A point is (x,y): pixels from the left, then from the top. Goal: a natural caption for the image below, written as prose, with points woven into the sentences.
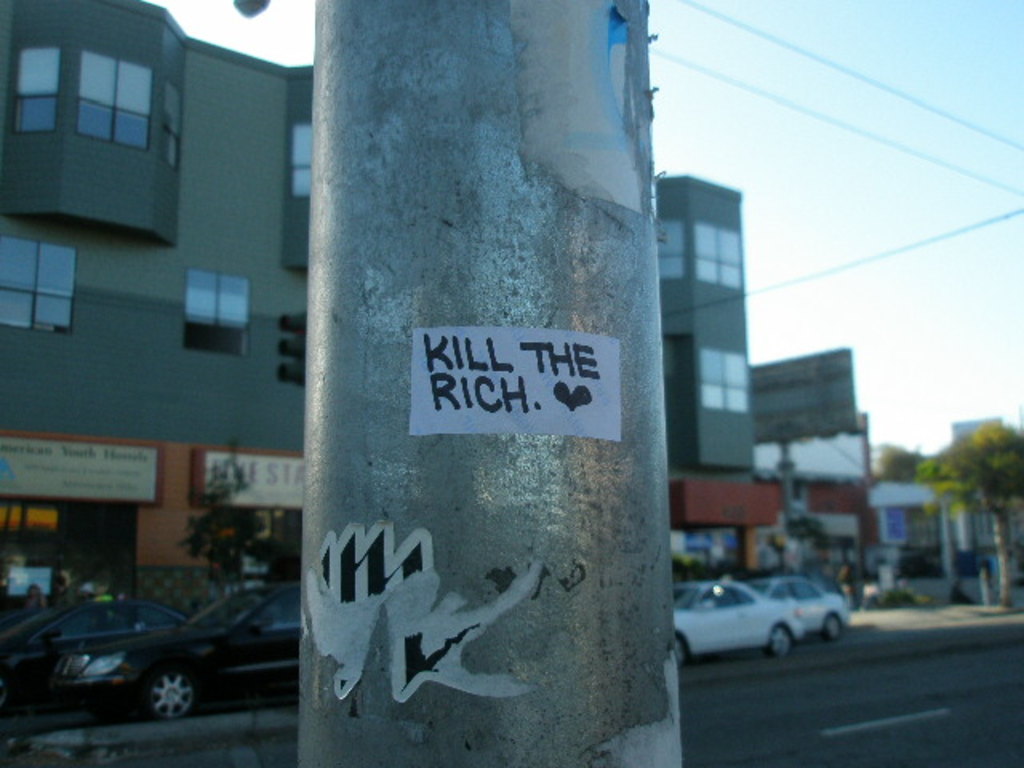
In this image, I can see the stickers (458,417) attached to a pole (570,511). Behind the pole (469,489), there are buildings (823,479), trees (790,522) and vehicles (200,667) on the road (773,657). In the background (765,169), there is the sky (859,57).
